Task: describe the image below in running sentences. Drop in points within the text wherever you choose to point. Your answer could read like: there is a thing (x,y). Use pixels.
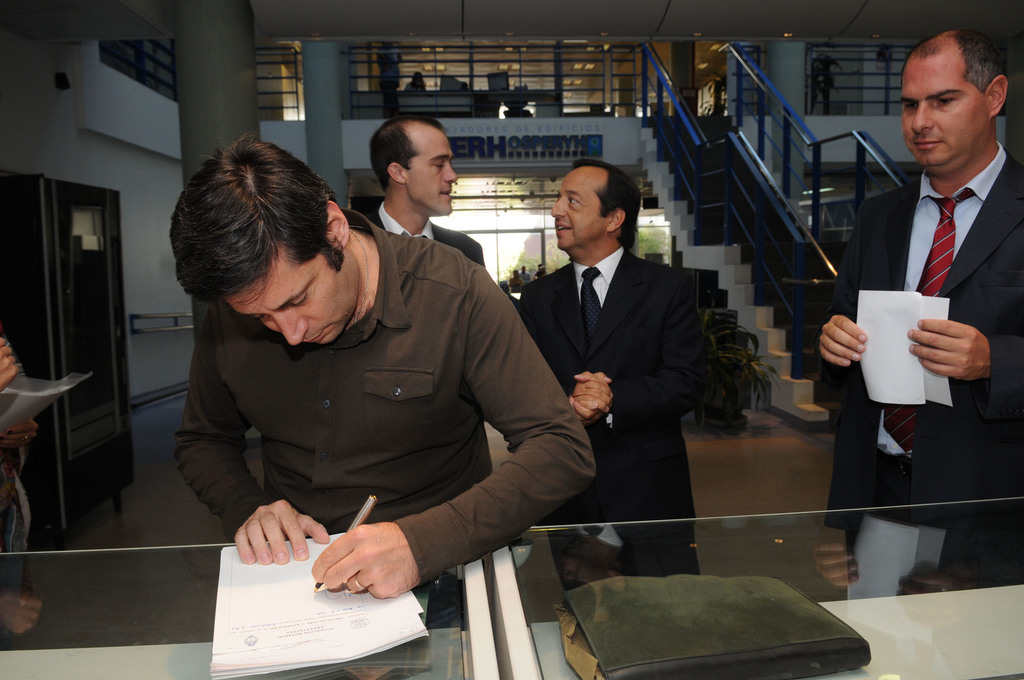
Here a man (392,546) is standing and writing on a paper (361,613), he wore a shirt (401,424) behind him there are 2 men (621,308) standing and talking each other both of them wore black color coats (583,341) and in the right side (685,194) it is a staircase (753,228).
